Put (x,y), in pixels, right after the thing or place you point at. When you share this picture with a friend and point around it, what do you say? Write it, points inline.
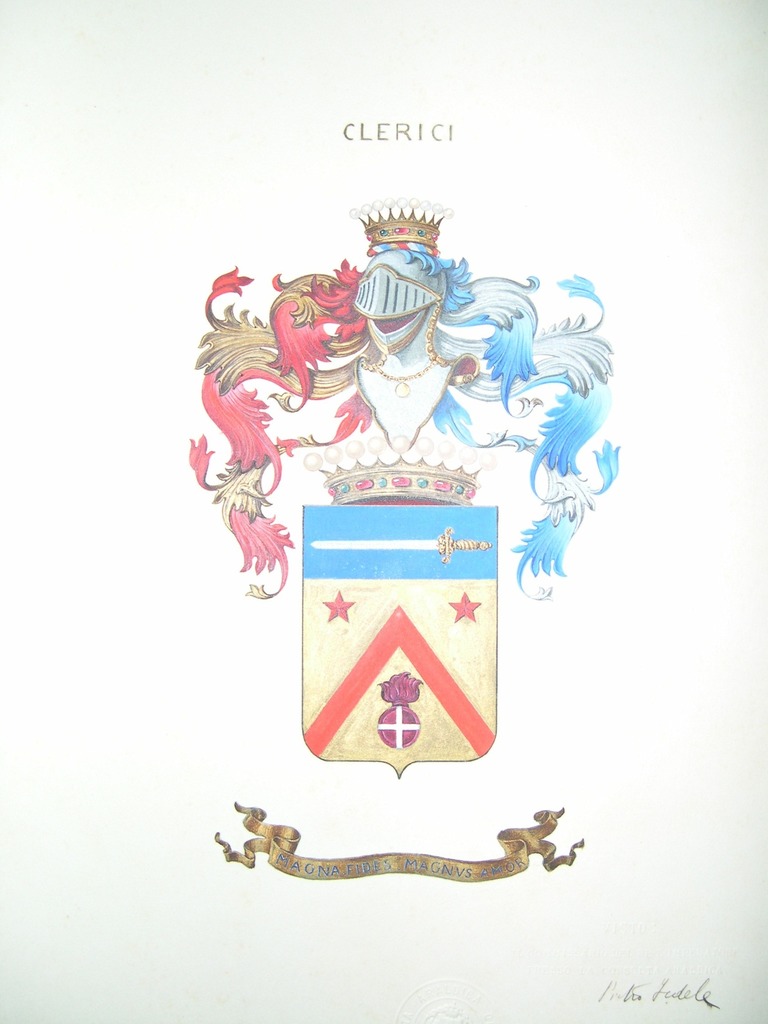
In this image I can see the picture (470,638) on the white color paper (505,613) and the picture (353,377) is in multicolor.
